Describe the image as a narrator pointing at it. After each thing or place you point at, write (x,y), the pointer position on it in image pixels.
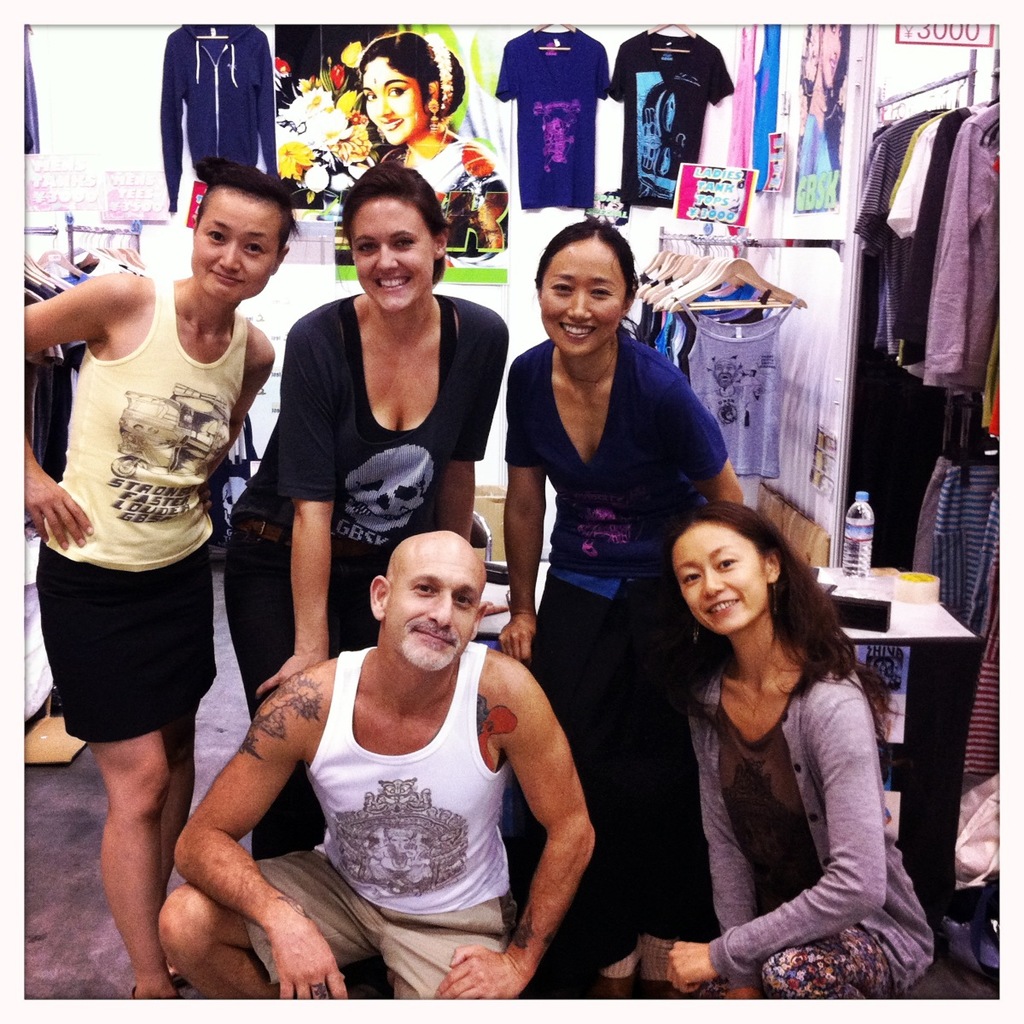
In a room (882,466) there are many dresses (986,478) and in the front (303,771) a group of people (448,799) were posing for the photo, in the background (441,112) there is a wall (860,125) and to the wall (718,108) there are some posters (836,140).
